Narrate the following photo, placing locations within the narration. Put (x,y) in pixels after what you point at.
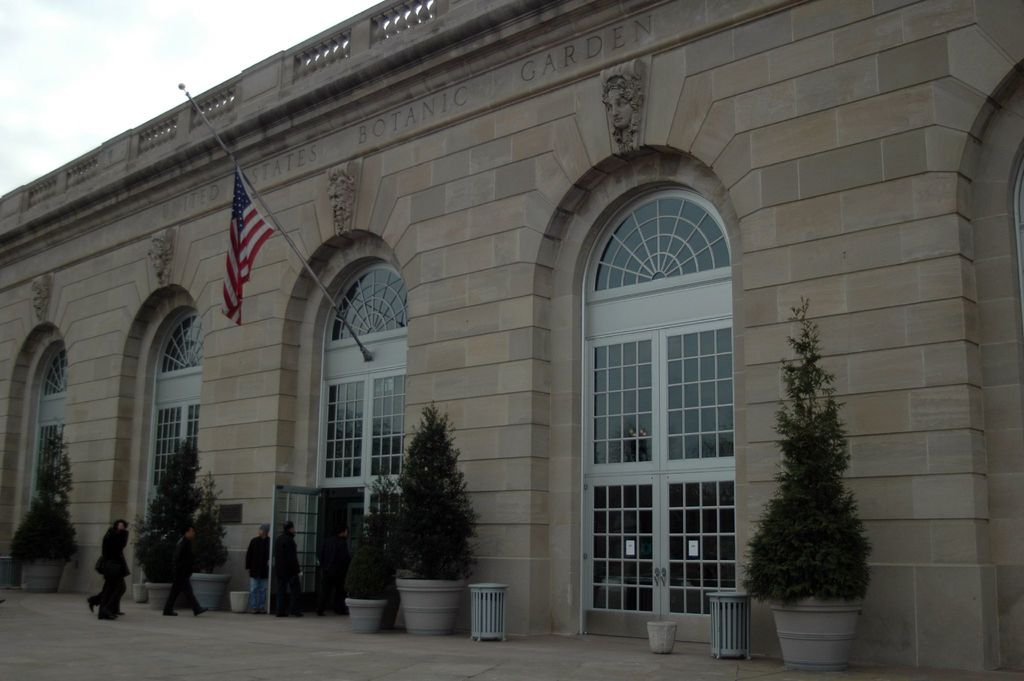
In the center of the picture (427,235) there is a building (634,120), to the building (411,370) there are doors (605,382) and a flag (242,218). In the foreground (325,610) there are plants (765,574), dustbin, people (255,587) and pavement (159,648). Sky (80,48) is cloudy.
